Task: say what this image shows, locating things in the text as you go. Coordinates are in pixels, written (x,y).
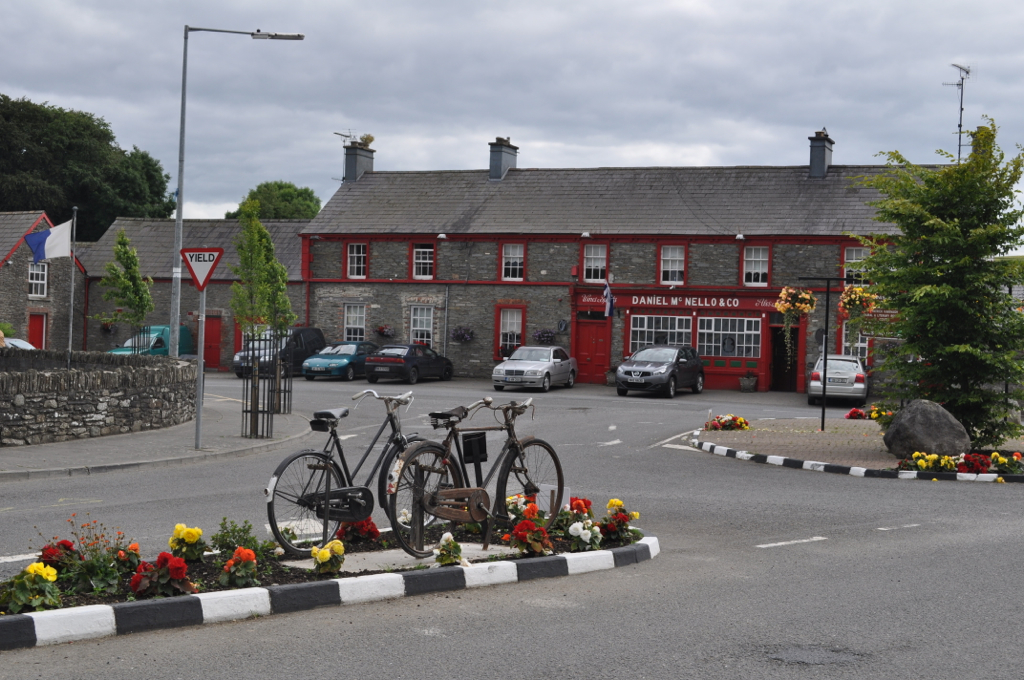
There are bicycles (512,437) and flower plants (235,570) in the foreground area of the image (330,425), there are houses (406,306), trees (246,245), poles (73,262), a flag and the sky (575,150) in the background (485,89).
